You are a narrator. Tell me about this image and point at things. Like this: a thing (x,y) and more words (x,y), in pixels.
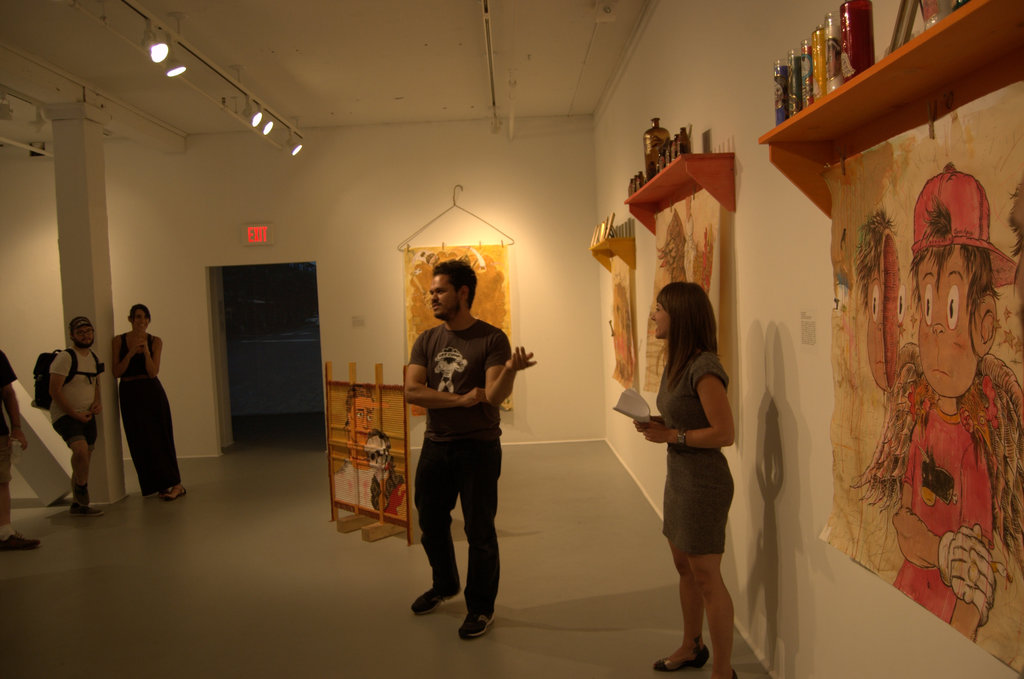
In this image I can see a woman (667,414) wearing grey colored dress (667,414) is standing and holding papers (646,415) in her hand (649,430), a person (486,410) standing, a board (377,437) with painting (386,435) on it on the ground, few persons (149,436) standing to the left side of the image (133,361), few paintings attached to the wall (649,262), few shelves (854,104) and on the shelves (914,125) I can see few bottles (664,159). In the background (756,82) I can see the wall (278,140), the exit board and the door (268,337).
